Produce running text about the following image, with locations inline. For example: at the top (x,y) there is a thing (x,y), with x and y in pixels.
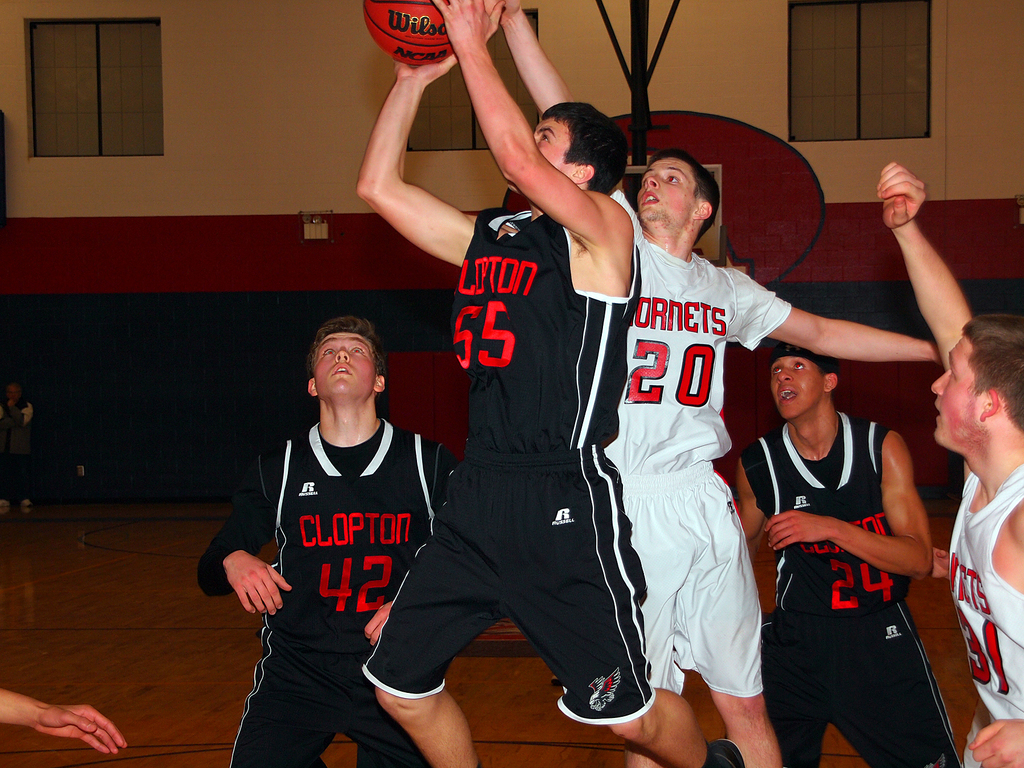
In this image there are group of boy's (476,609) playing basket ball, beside them there is a wall (398,250) with windows (70,112).
